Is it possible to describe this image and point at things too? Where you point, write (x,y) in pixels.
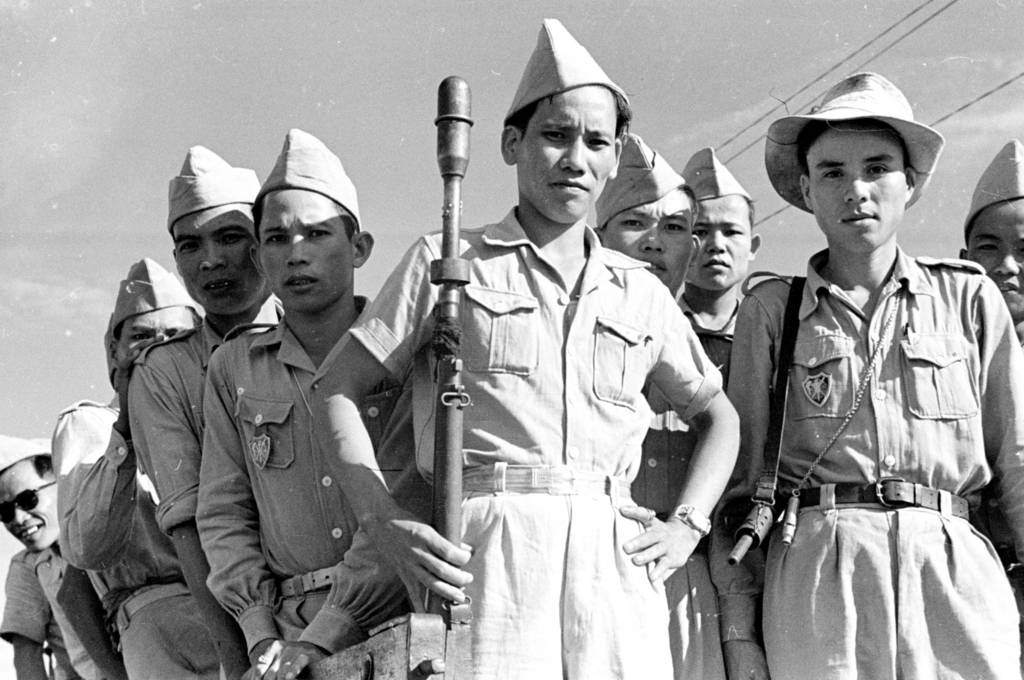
This image is a black and white image. This image is taken outdoors. At the top of the image (42,178) there is a sky (52,283) with clouds (42,291). In the middle of the image (545,340) a few people (275,592) are standing. They have worn hats (792,140) and caps (665,189). In the middle of the image (536,282) a man (549,293) is standing and he is holding a gun (440,521) in his hand (435,570).
